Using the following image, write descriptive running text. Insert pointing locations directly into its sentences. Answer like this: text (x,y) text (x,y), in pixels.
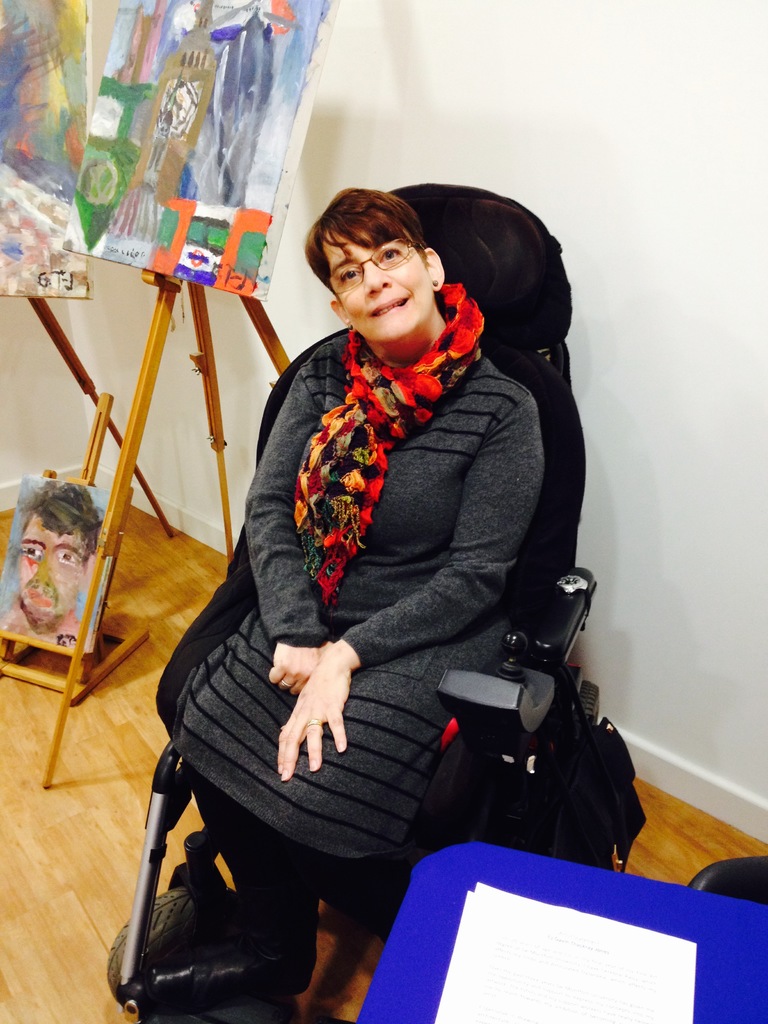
In this image we can see a woman (437,487) wearing a dress (426,438) and spectacles (385,256) is sitting in a chair (456,723) with wheel (185,933). On the left side of the image (107,173) we can see group of paintings (82,174) on stands (88,679). In the foreground (502,914) we can see a paper (644,966) placed on the table (708,920). In the background (675,337), we can see the wall (623,150).
